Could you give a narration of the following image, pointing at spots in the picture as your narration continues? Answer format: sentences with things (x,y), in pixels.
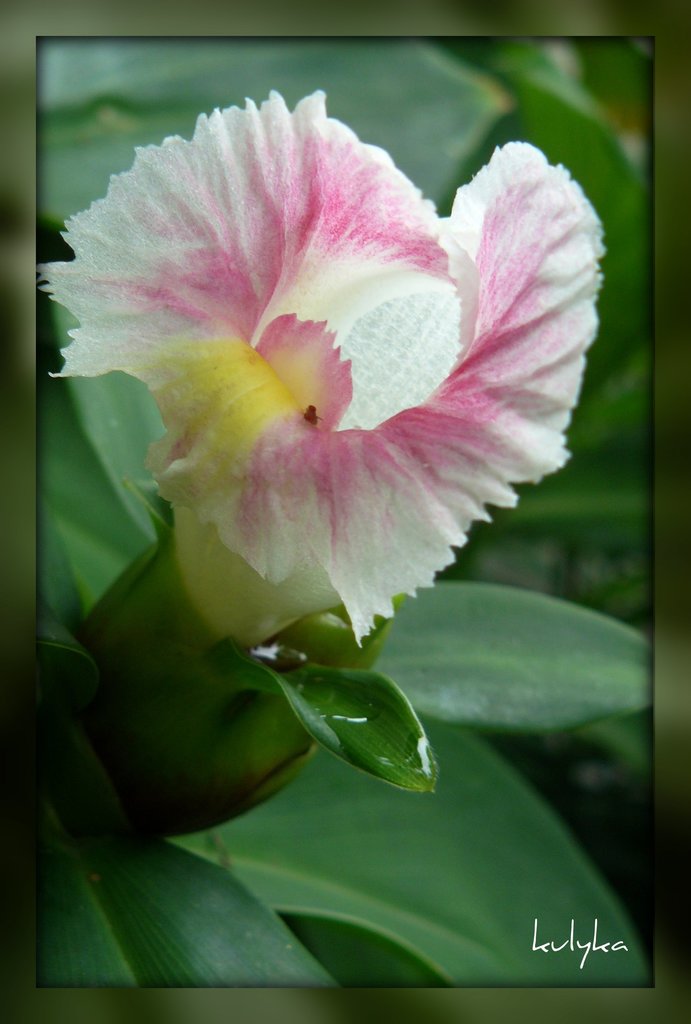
In this image we can see a frame (347,3). On this frame (656,951) there is a flower (338,583) and leaves (322,673). At the bottom of the image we can see something is written on it.
